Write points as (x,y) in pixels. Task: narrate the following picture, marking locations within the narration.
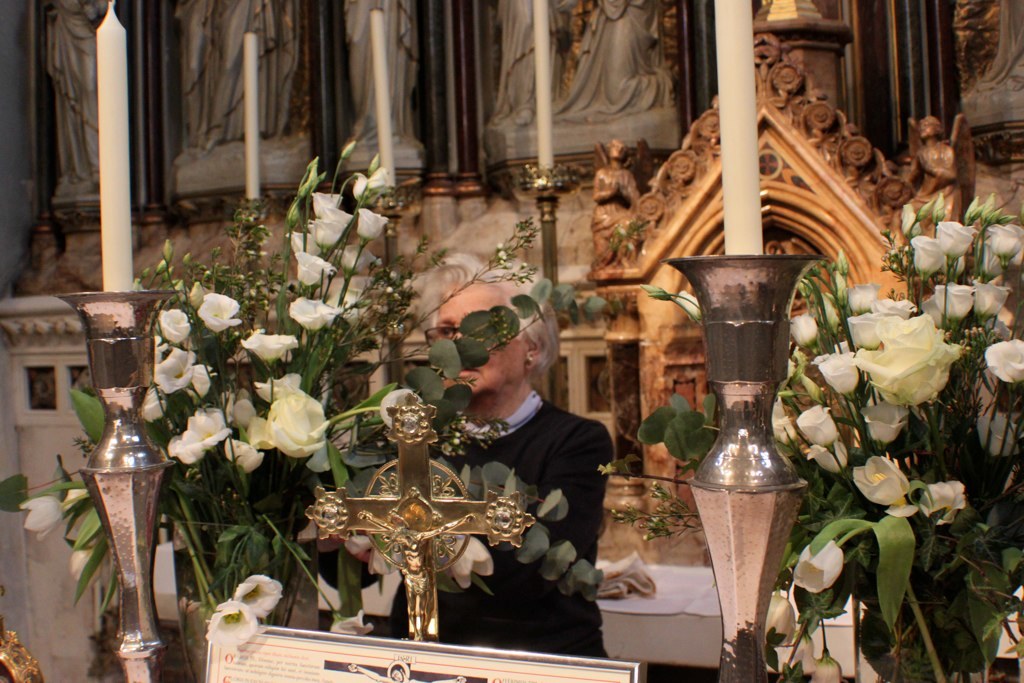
In this image we can see a person (525,477) standing. At the bottom (410,646) there is a cross (419,625) and a frame (285,667). We can see flower vases (277,551) and there are roses (882,337), which are in white color. There are candles (128,223) placed on the candle holders (142,389). In the background (112,619) there is a wall (488,74) and we can see sculptures (519,130) on the wall (177,126).
